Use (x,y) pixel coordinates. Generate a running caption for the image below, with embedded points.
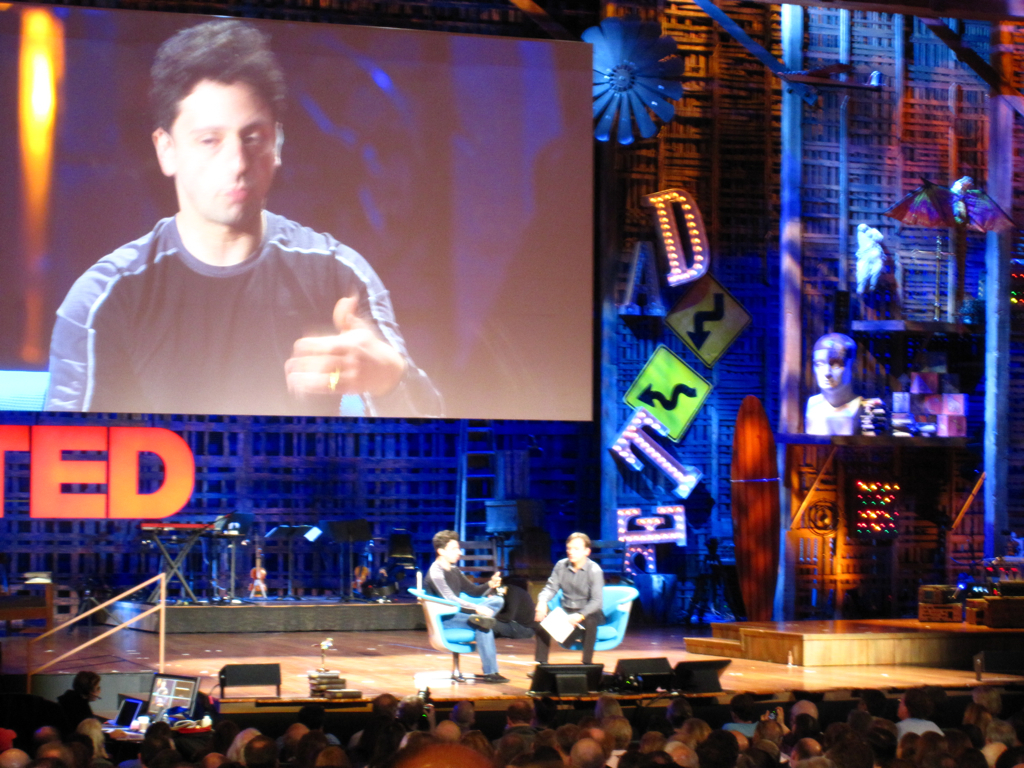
In this image in the center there are two persons (485,625) sitting on chairs (616,624), and at the bottom (439,733) there are a group of people (746,749). And on the left side (148,711) there are monitors (185,702) and one person (92,697) is wearing a headset (86,694), and there is a stage (254,645) and some lights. In the background (184,556) there are some musical instruments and a screen (213,186), in the screen (231,221) there is one person (341,265) and also there are some alphabets (635,307), statues (825,371) and some other objects (937,428).
